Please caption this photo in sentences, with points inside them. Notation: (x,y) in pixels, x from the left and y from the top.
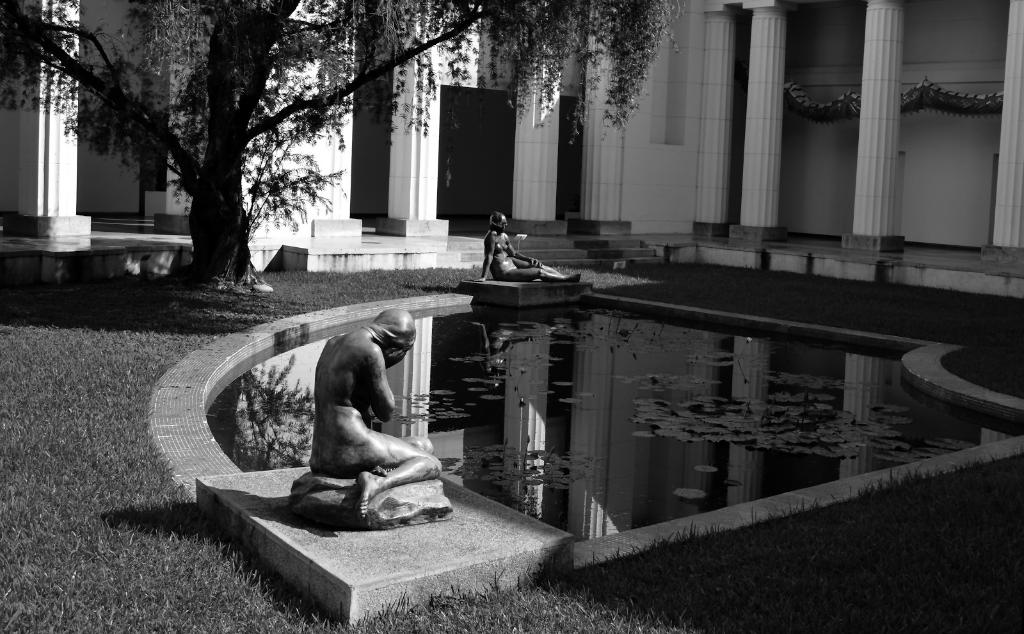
This is a black and white image, in this image there is a grassland (910,538), in the middle (604,367) there is a pond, near the pond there are two sculptures (369,437), in the background (202,200) there is a tree (269,167) and a building (502,199).
